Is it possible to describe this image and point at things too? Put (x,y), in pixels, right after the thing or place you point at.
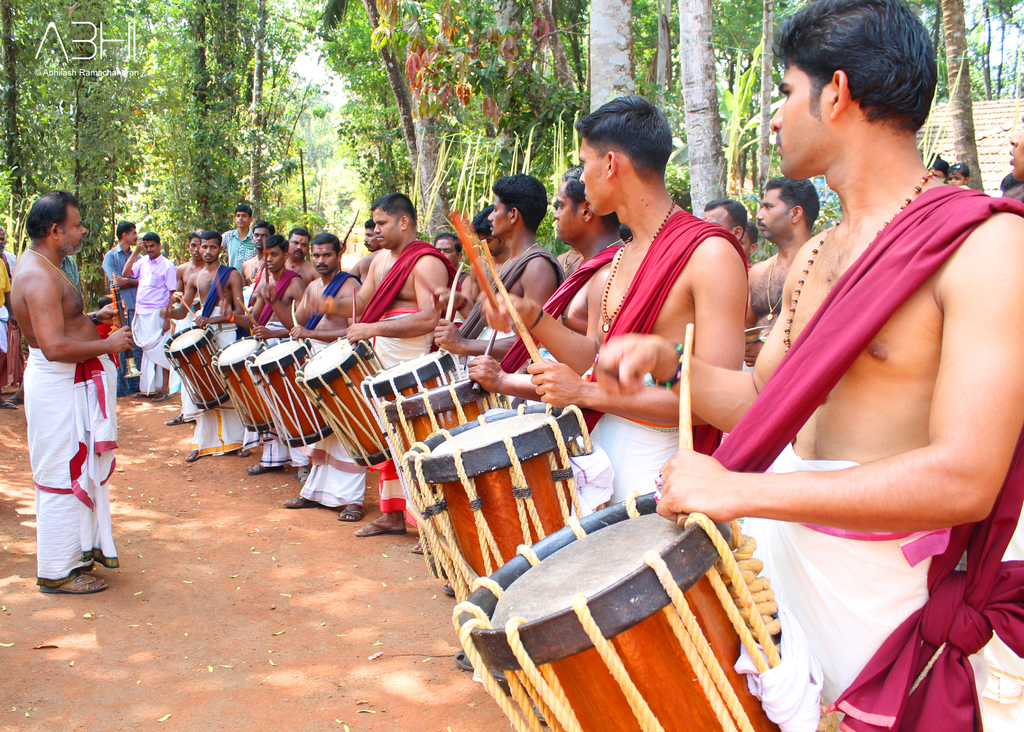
There are men (626,460) standing and beating the drums (639,628), in the left side (71,430) a man (92,377) is standing, he wore a white color cloth (88,438).
